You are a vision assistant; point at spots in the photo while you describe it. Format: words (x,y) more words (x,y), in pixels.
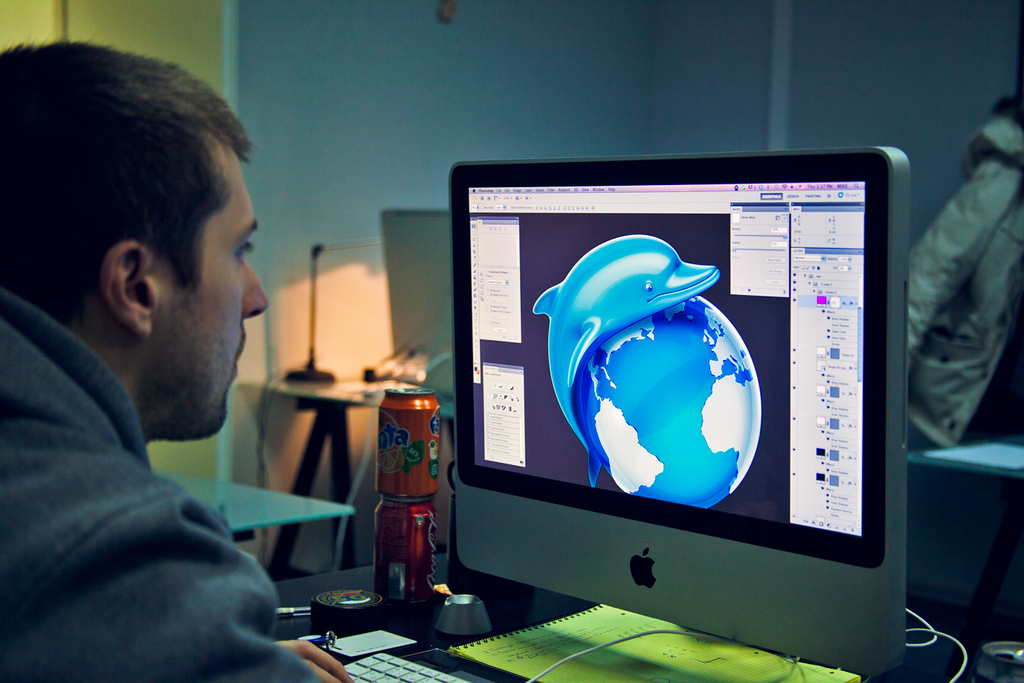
On the left side (122,373), there is a person (125,456) in a shirt (141,557) sitting in front of table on which, there is a screen (800,588), keyboard (408,673), tins (419,534) and other objects (591,622). In the background (358,333), there is another table (412,382) on which there is a light (313,290) and other objects (423,373), there is a white color table (273,499) and there is wall (694,63).
